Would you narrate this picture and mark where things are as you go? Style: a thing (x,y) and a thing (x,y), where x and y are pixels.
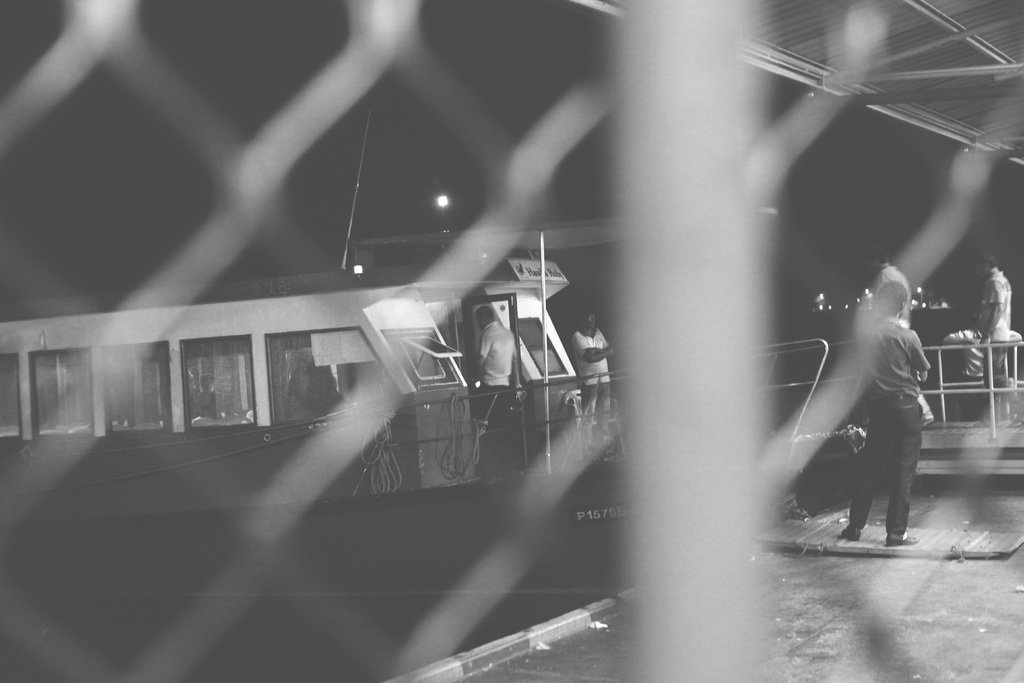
In this image we can see there is a fence (686,335), through the fence (865,369) we can see there are people (504,375) standing on the ship (405,395) and there are a few people (908,398) standing on the floor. At the top (440,204) there are lights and shed (905,74).
